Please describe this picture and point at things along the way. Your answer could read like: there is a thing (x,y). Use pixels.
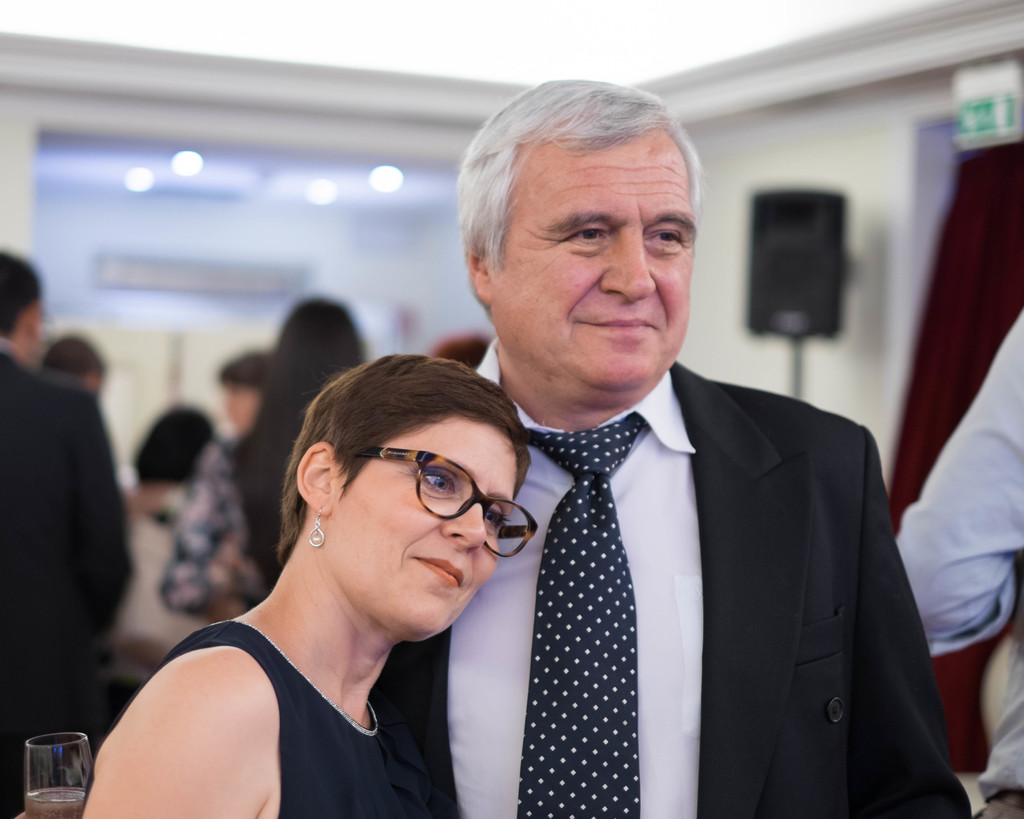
In this image I can see two people (433,735) with white and black color dresses (505,673). To the left (59,788) I can see the glass (87,752). In the background (282,470) I can see few more people (139,519) with different color dresses (248,471). I can see the maroon color curtain (957,258) and the sound box (773,253). I can also see the lights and there is a blurred background (760,247).
